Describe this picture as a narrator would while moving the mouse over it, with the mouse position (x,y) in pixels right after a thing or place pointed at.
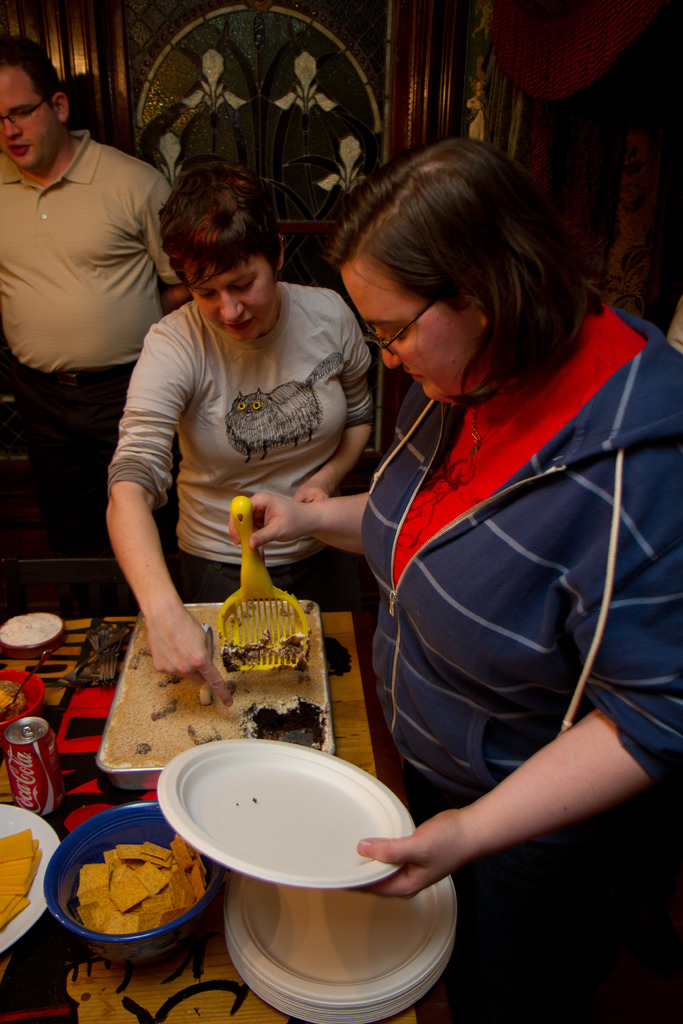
In the image we can see there are people (198,366) standing and a woman (503,721) is holding plates (315,873) in her hand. There are food items (158,870) kept in a bowl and in a vessel (283,680).
